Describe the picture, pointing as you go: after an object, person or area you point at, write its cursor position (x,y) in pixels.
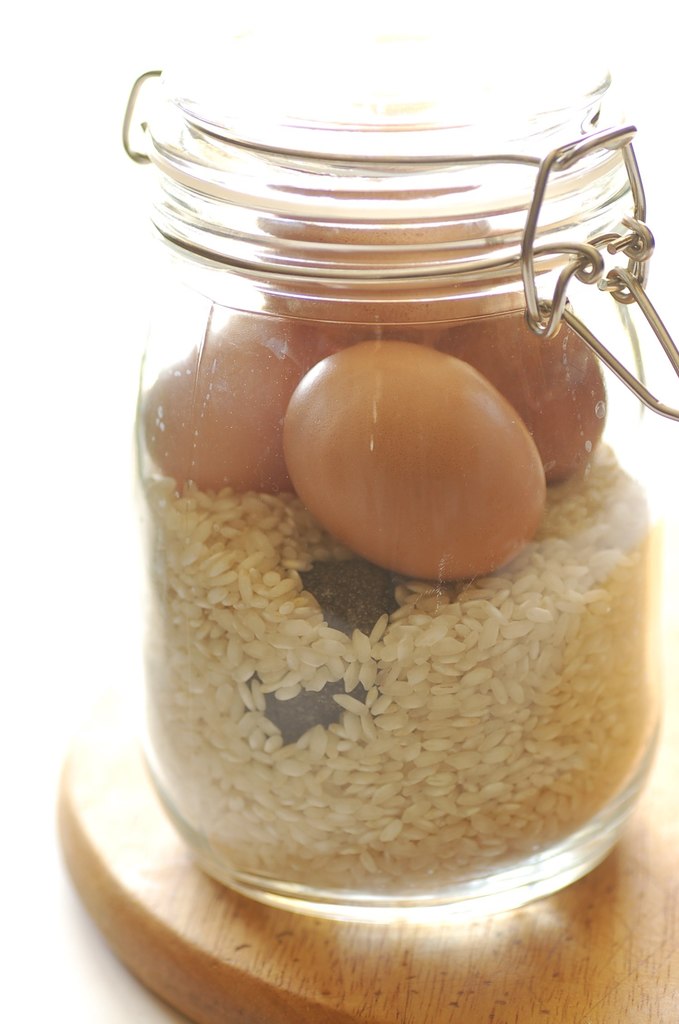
In this picture, we see the glass jar (233,206) containing food grains (394,688) and eggs (365,487) is placed on the wooden table (358,948). In the background (77,448), it is white in color.
